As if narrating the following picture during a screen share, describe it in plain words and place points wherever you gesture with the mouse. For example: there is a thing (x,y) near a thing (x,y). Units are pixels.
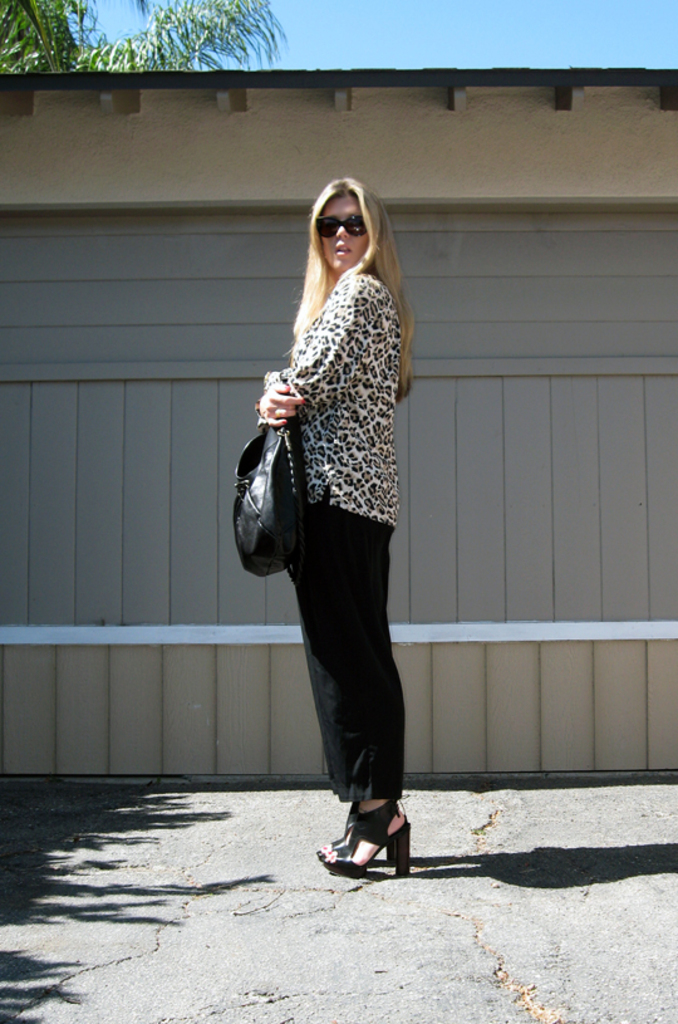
In this image we can see a woman (353,235) standing on the road (288,823) and holding a bag (280,445) in her hands (287,396). In the background (262,208) there are shed (423,124), sky (406,35) and tree (211,35).
